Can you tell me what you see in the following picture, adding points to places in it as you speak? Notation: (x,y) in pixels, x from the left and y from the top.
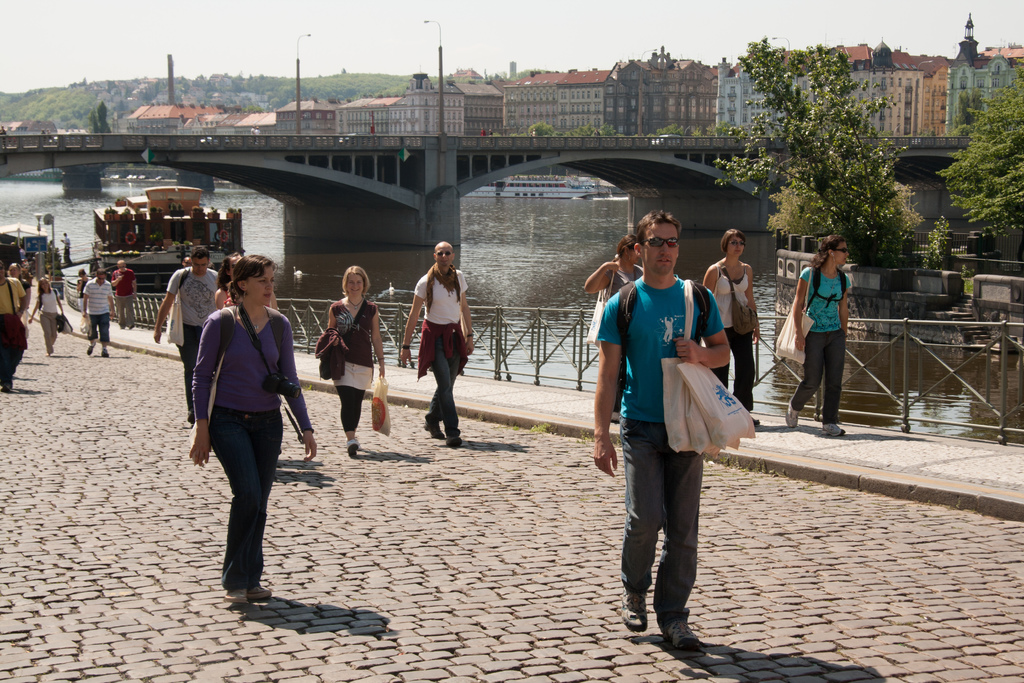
In this image there is a path (486,432) on that path (918,467) people (240,344) are walking, beside the path (805,432) there is a fencing (386,340), in the background (965,399) there is a river (715,242), in that river (258,252) there is a boat (176,257), bridge (156,150), trees (912,225), houses (212,131), mountains (223,88) and a sky (322,73).
